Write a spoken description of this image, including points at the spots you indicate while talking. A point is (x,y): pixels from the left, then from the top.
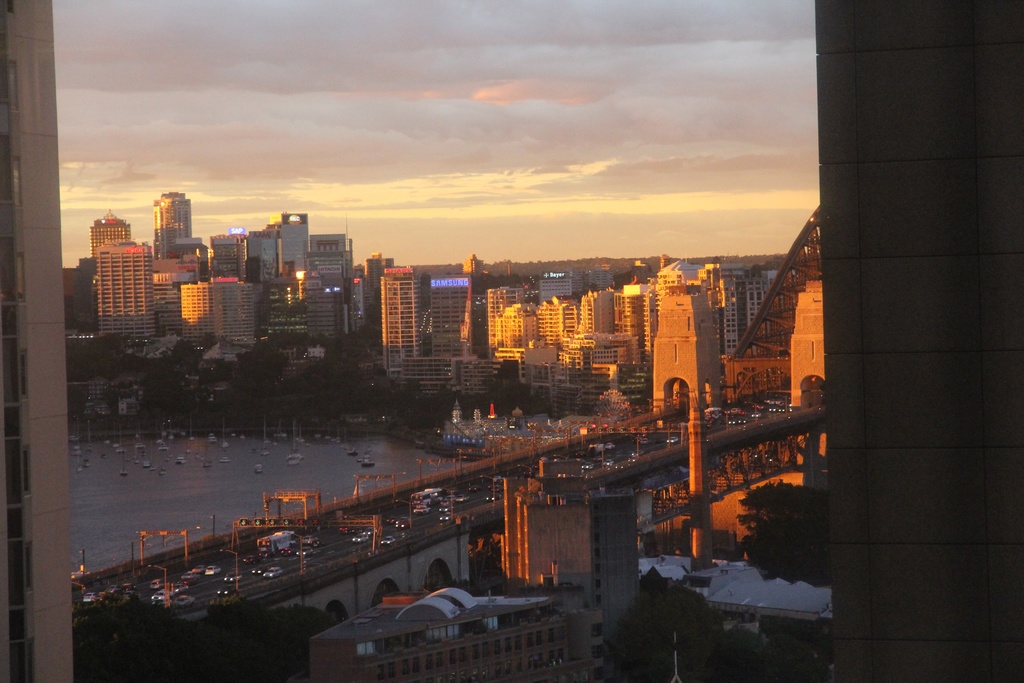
This image consists of many buildings (61,335) and skyscrapers (23,336). In the front (733,467), we can see a bridge (607,480) on which there are many vehicles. At the bottom (218,505), there is water (299,482) in which there are boats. On the right (733,643), there are trees (715,646). At the top (376,96), there are clouds (382,57) in the sky (680,7). And we can see a wall (1001,433) on the right (940,499).
